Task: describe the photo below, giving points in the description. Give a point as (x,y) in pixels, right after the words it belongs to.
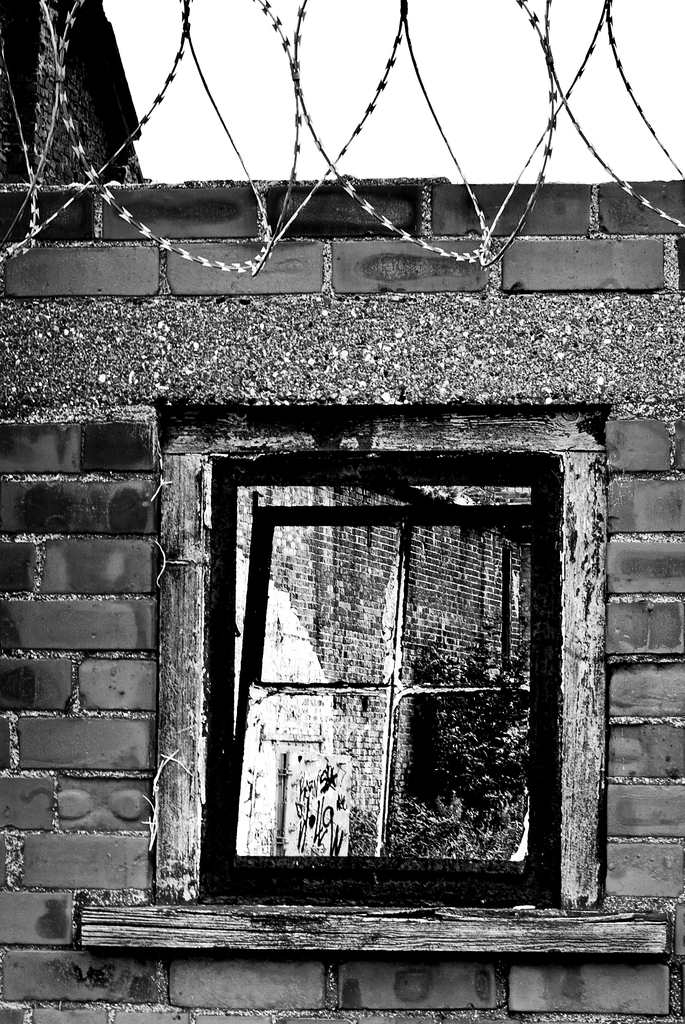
It looks like a black and white picture. We can see a wall (46,548) with a wooden window (321,695). Behind the wooden window (184,695) there are trees (407,824) and behind the wall (159,351) it looks like the sky (232,59). In front of the wall (118,240) there are cables (589,143).
